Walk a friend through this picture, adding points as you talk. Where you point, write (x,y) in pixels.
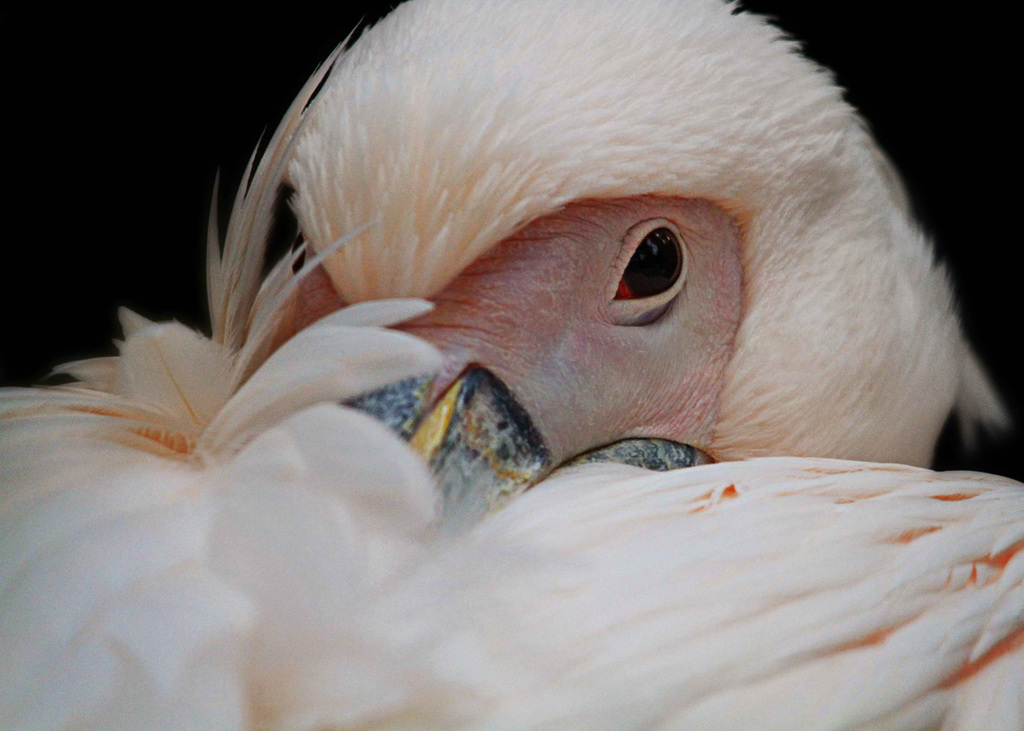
In the center of the image (443,299) we can see a bird (622,432).
